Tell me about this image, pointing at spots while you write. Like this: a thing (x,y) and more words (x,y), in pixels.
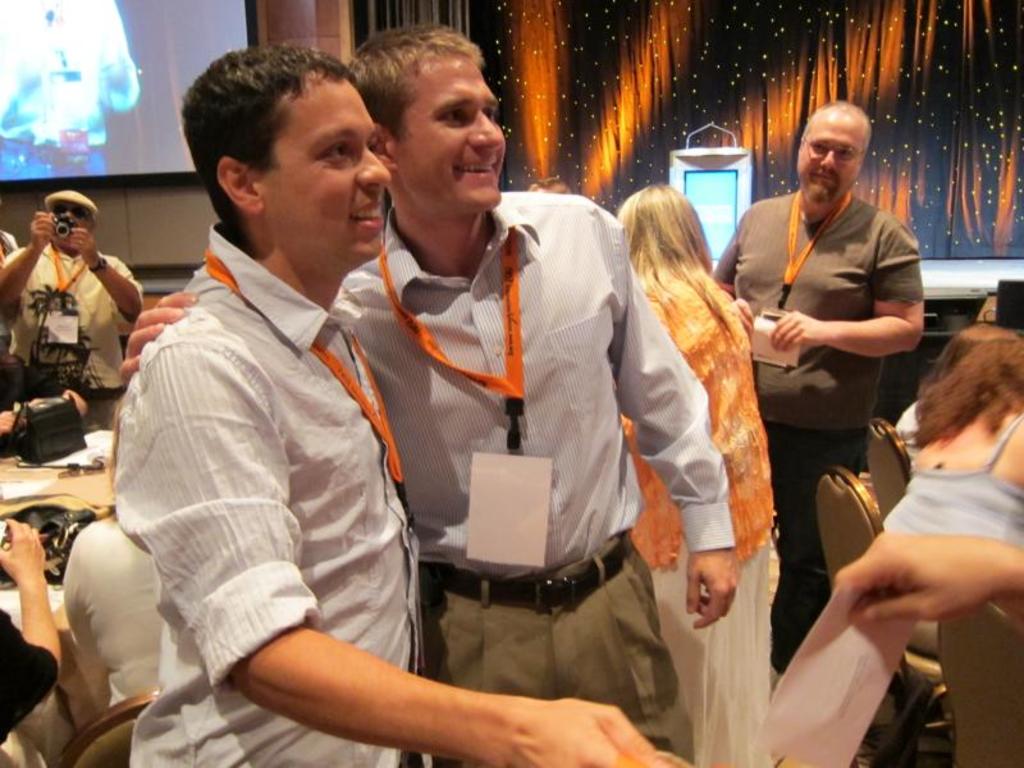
Front these two people (558,391) wore id cards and smiling. Background there is a screen (105,78). This man (94,311) is holding a camera (63,220). Few people (78,622) are sitting on chairs (871,510). On this table (84,473) there is a bag (74,428) and papers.
